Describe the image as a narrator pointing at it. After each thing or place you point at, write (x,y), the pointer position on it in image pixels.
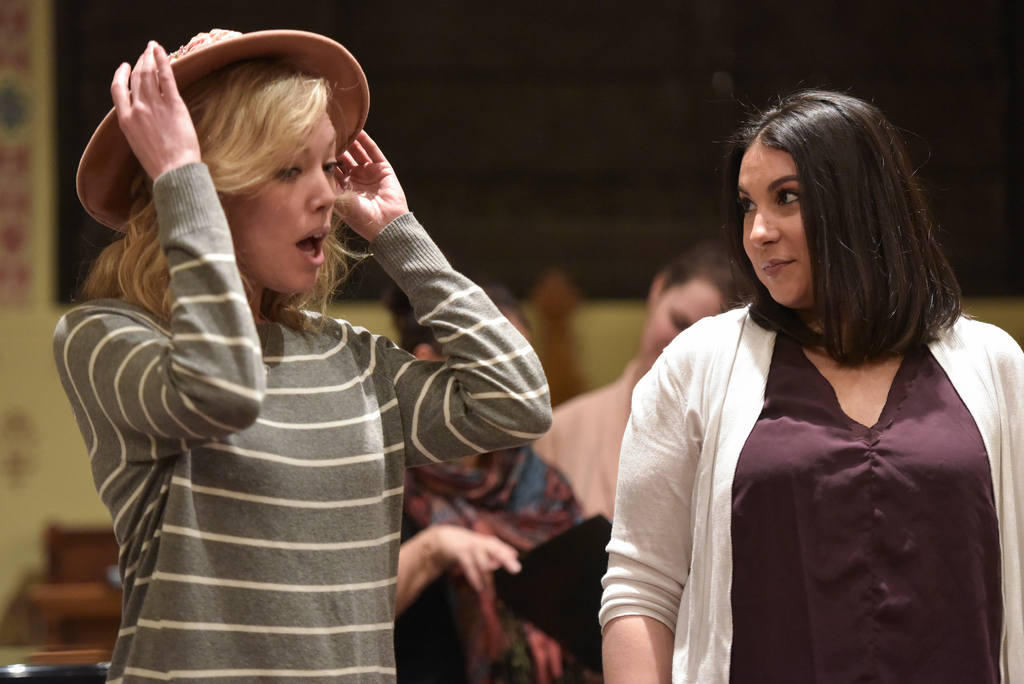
In this image we can see a lady (234,276) wearing hat (107,140) on the left side (260,400). On the right side (842,474) there is another lady (742,539). In the background (533,484) there are few people (590,492). And it is looking blur in the background (20,109).
